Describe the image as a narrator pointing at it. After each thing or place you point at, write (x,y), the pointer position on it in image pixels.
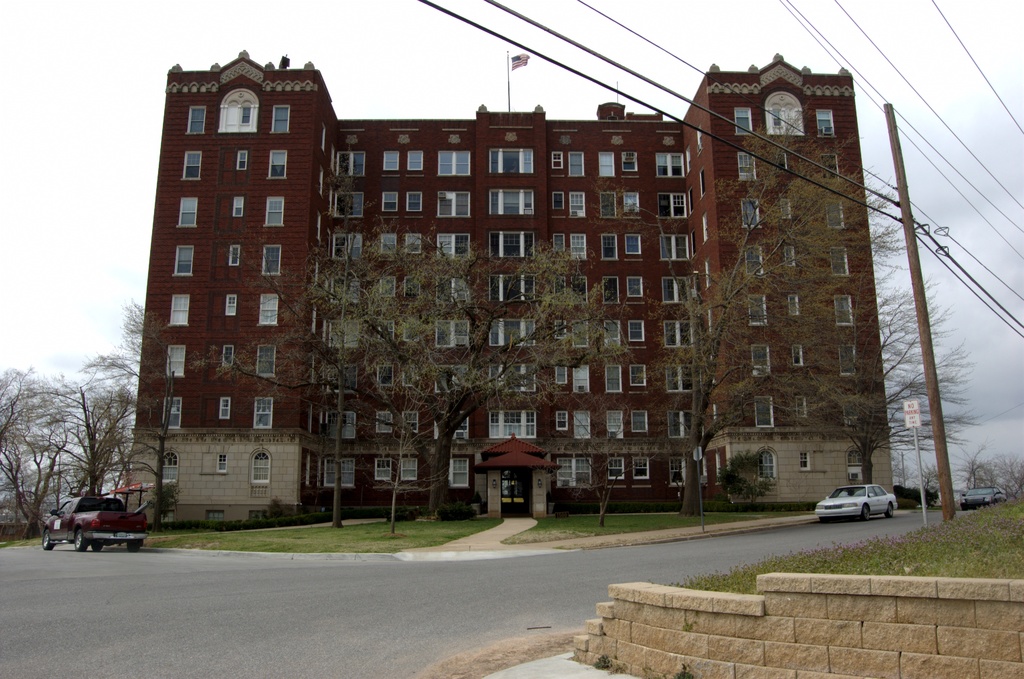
This picture shows a building (295,182) and we see trees (344,352) and a wooden pole (950,501) and couple of sign boards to the poles (702,480) and we see cars (839,509) parked on the road (36,670) and few trees (90,481) and a flagpole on the building (790,302) and we see grass (673,523) on the ground (488,538) and a cloudy sky (468,38).
